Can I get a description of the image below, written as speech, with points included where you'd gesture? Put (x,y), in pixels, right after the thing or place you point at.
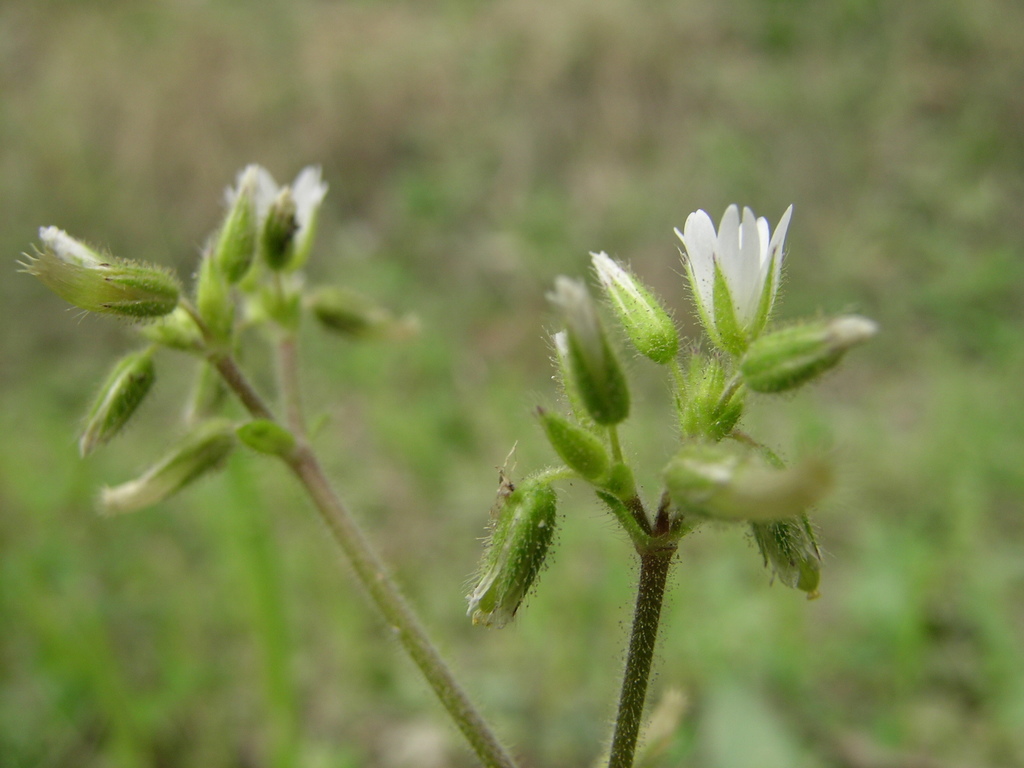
In this picture we can see stems (649,596) with flowers (481,591) and in the background (699,614) we can see it is blurry.
